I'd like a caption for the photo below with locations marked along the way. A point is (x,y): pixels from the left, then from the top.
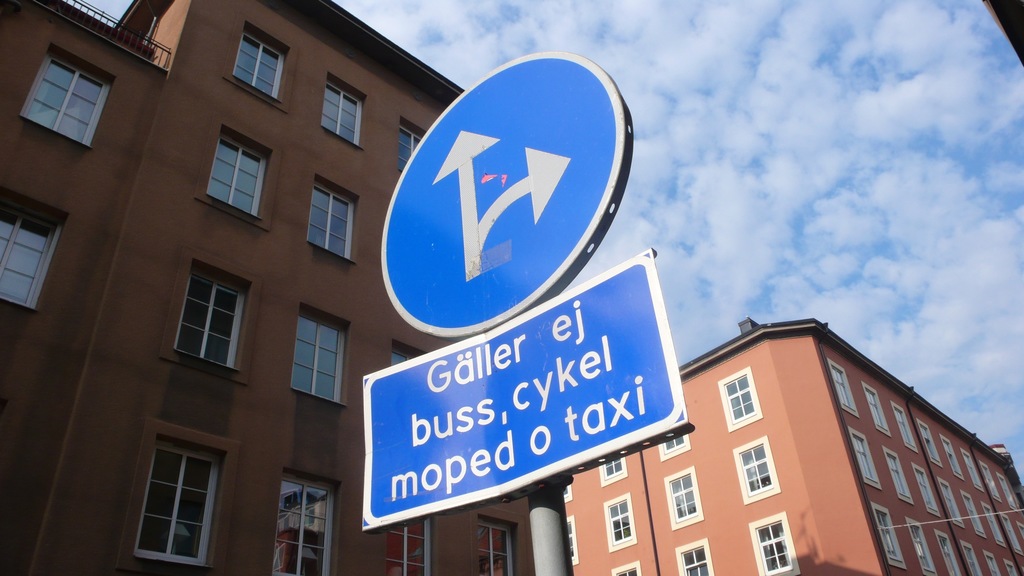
In this picture we can observe two blue color boards (506,359) fixed to this pole (541,498). There are two buildings (232,380) here. We can observe windows (315,355). In the background (782,267) there is a sky (740,103) with clouds (752,201).
